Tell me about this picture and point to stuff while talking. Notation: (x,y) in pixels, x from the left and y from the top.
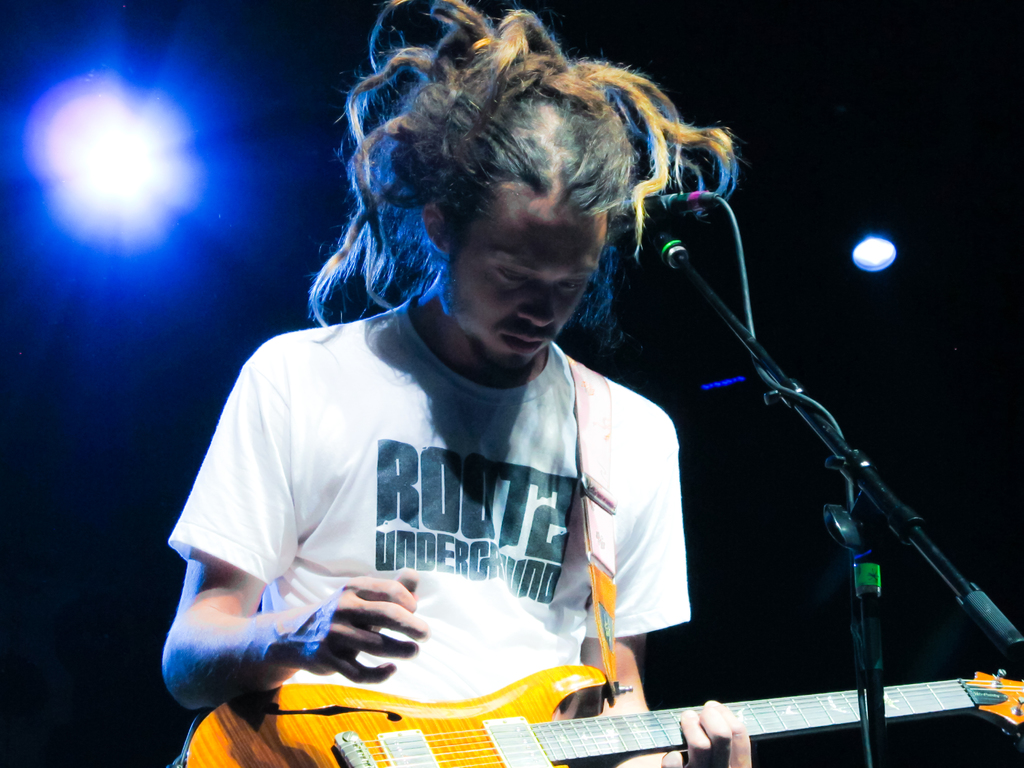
In this image there is a man (327,529) wearing white T-shirt (326,544) and playing guitar (622,735). This is a mike (670,196) with the mike stand (869,647). These are the show lights (860,255).
